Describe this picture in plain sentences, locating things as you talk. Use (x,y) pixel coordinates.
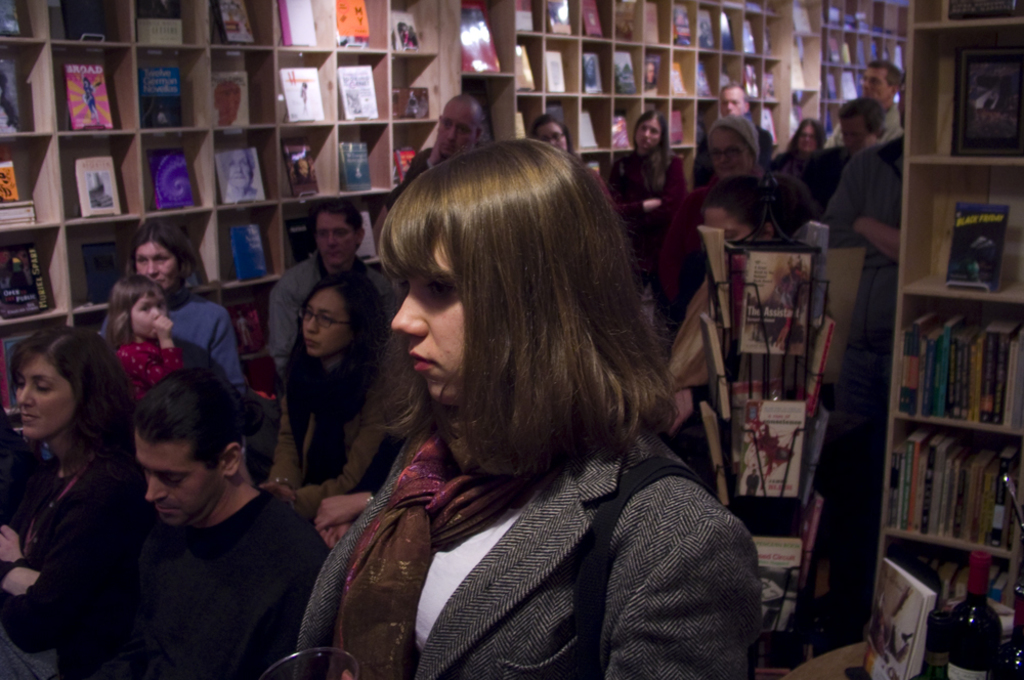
In this image we can see one library (807,46), one table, some objects (924,638) are on the table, so many books (306,162) on the shelf (275,189) and some books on the stand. Some people (357,312) are sitting and some people (392,664) are standing.
